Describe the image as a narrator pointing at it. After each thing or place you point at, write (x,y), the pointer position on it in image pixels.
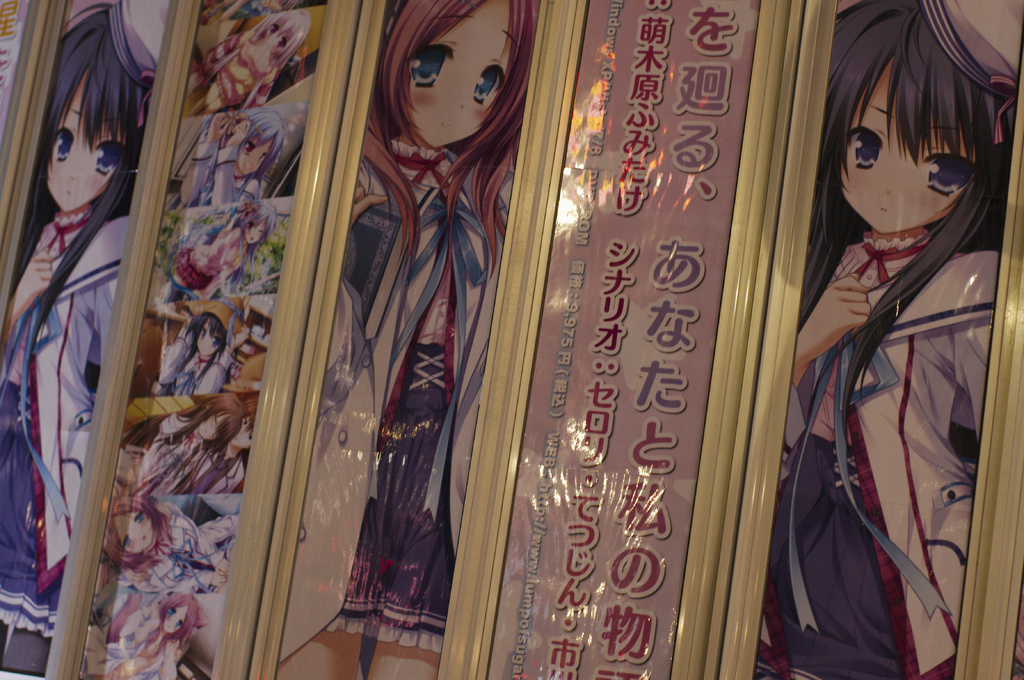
In the picture there are different animated images of girls (368,234) printed on the sheets (573,326) and attached to the doors (312,232).
